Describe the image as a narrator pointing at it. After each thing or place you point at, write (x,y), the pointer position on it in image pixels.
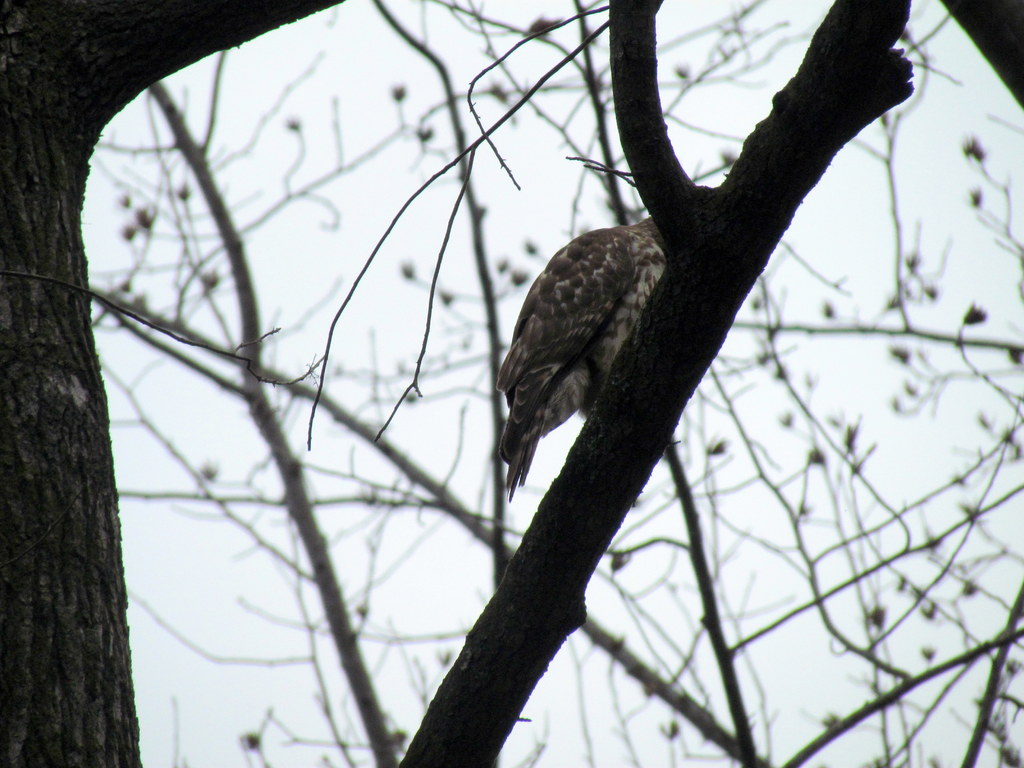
This image is taken outdoors. In this image there is a tree (61,478). In the middle of the image (590,274) there is a bird (607,266) on the branch (642,372).
